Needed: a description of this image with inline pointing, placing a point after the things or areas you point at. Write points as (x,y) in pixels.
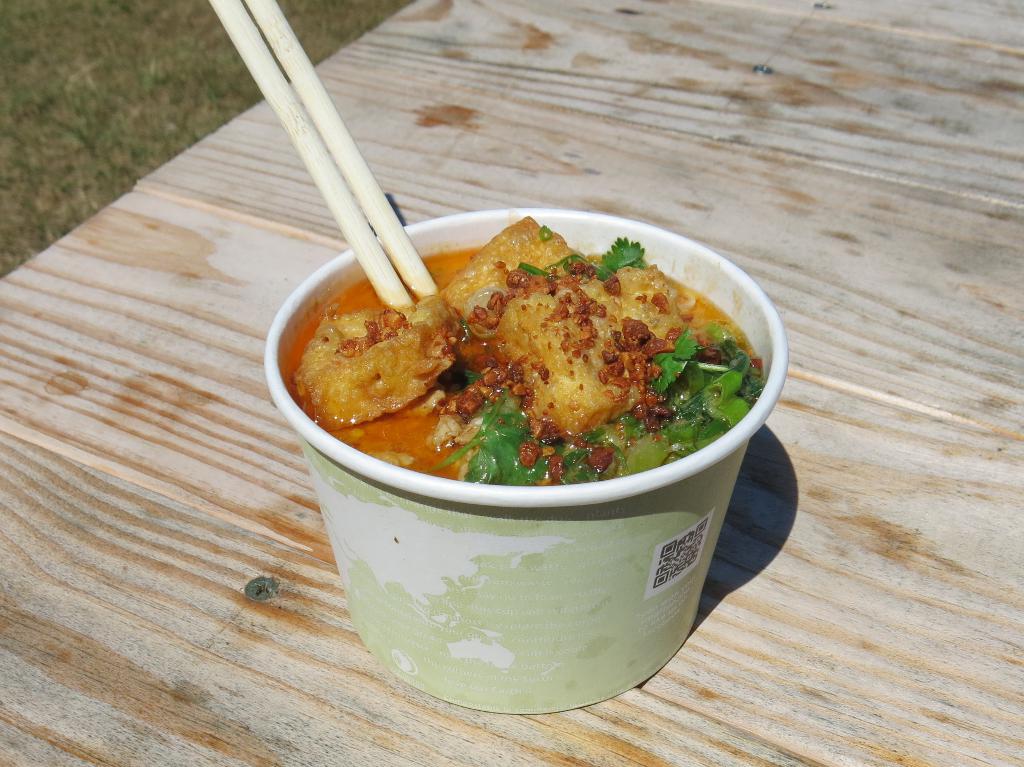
In this picture we can see some food (502,371) in the bowl (534,604). These are the chopsticks (355,177). And this is the table (840,188).
